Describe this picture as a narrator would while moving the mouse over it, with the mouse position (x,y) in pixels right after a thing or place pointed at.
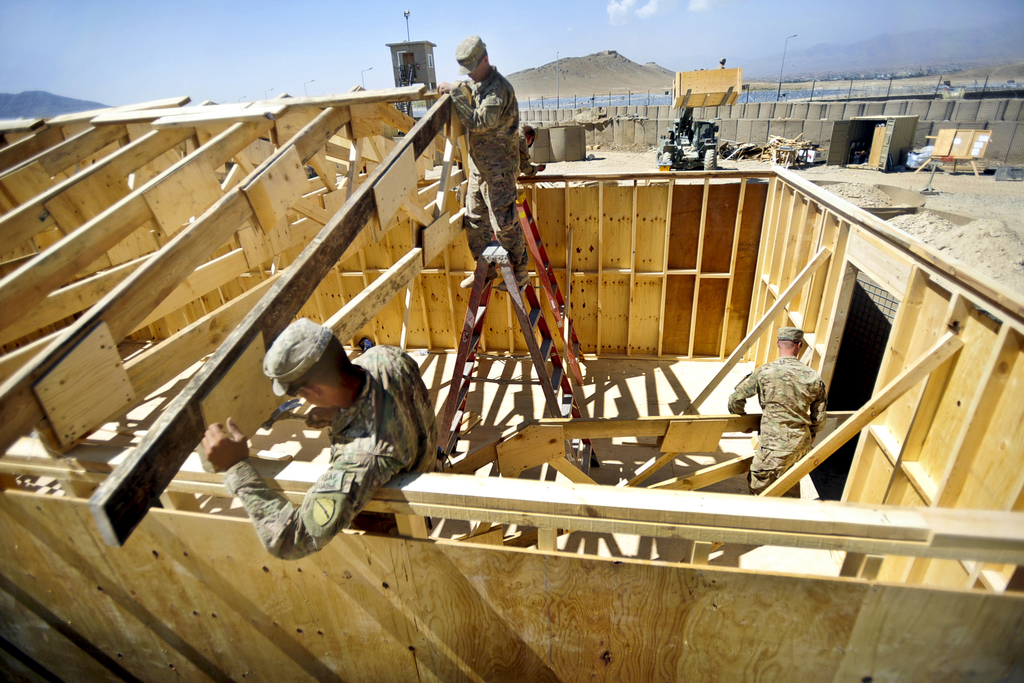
In this image I can see few people (471,49) are wearing military dressed (359,487) and few (369,456) are holding something and few (524,272) are standing on the ladder (547,338). I can see the wooden object (656,609), vehicle (704,159), board (973,141), light poles (791,38), mountains (798,59), water (770,93) and few objects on the ground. The sky (269,29) is in blue and white color.
